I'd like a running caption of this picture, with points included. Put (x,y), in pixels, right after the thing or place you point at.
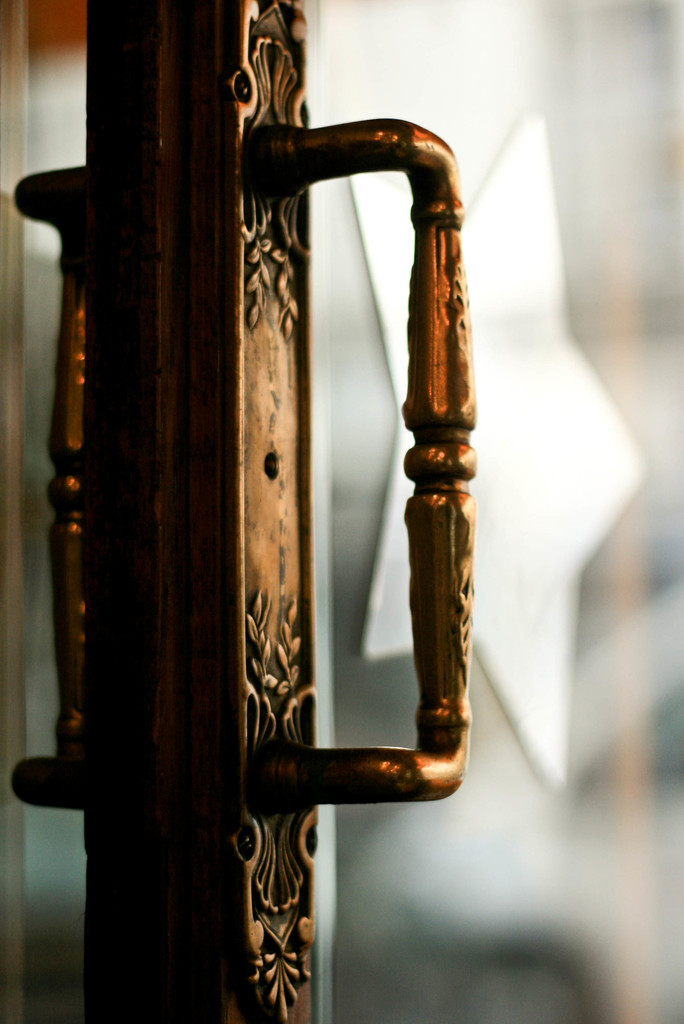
In this picture there is a door handle (463,634) on the left side of the image (56,468).
